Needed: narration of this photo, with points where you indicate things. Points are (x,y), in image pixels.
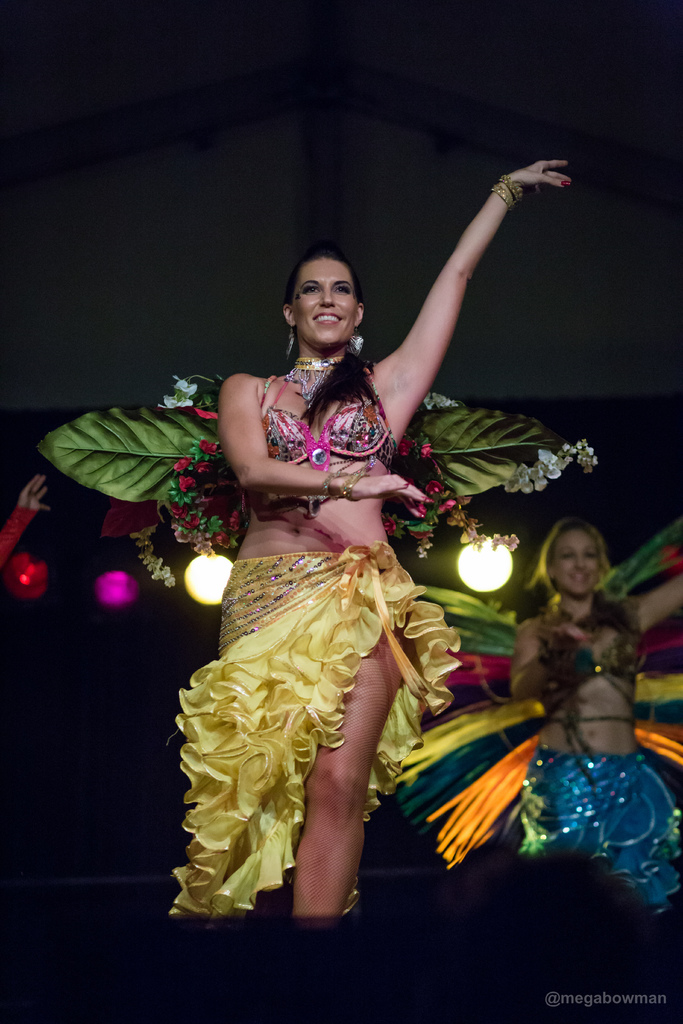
In this image we can see girls (385,697) performing on dais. In the background (582,84) there is a wall (156,143) and lights (207,598).
